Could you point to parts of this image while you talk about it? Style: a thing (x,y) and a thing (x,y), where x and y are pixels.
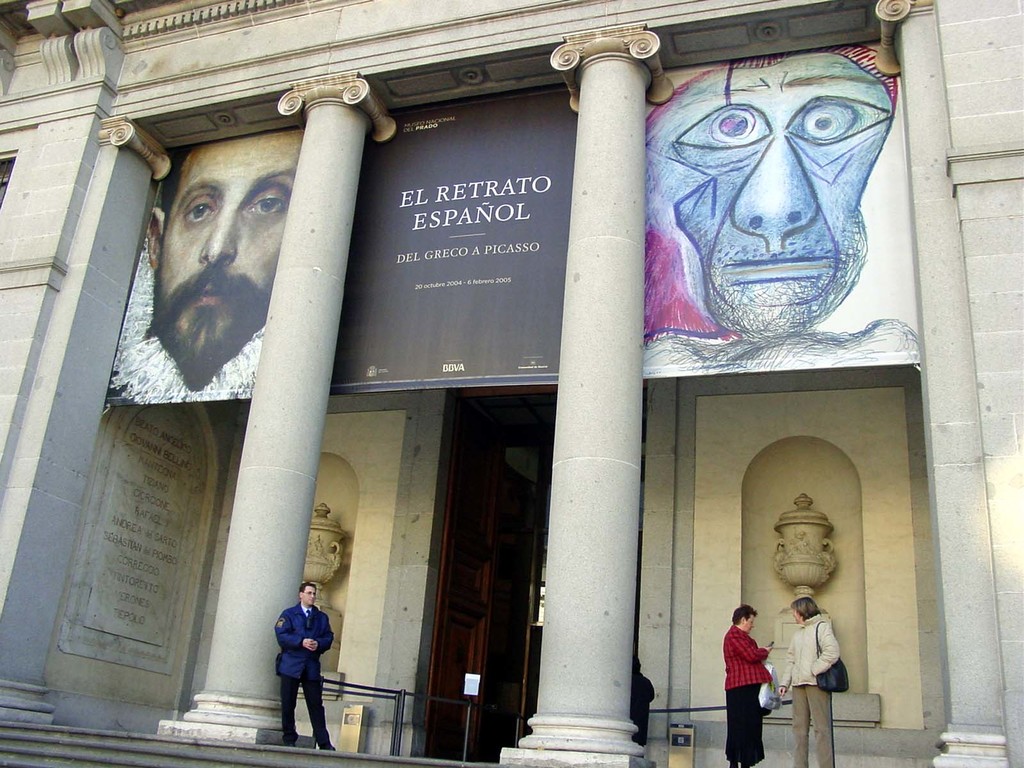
In this picture, we can see a few people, building (723,7), pillar (576,501), stairs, wall (837,513) with door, and some text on the wall (182,676), and we can see poster (544,250) with images (186,194), and some text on it.
